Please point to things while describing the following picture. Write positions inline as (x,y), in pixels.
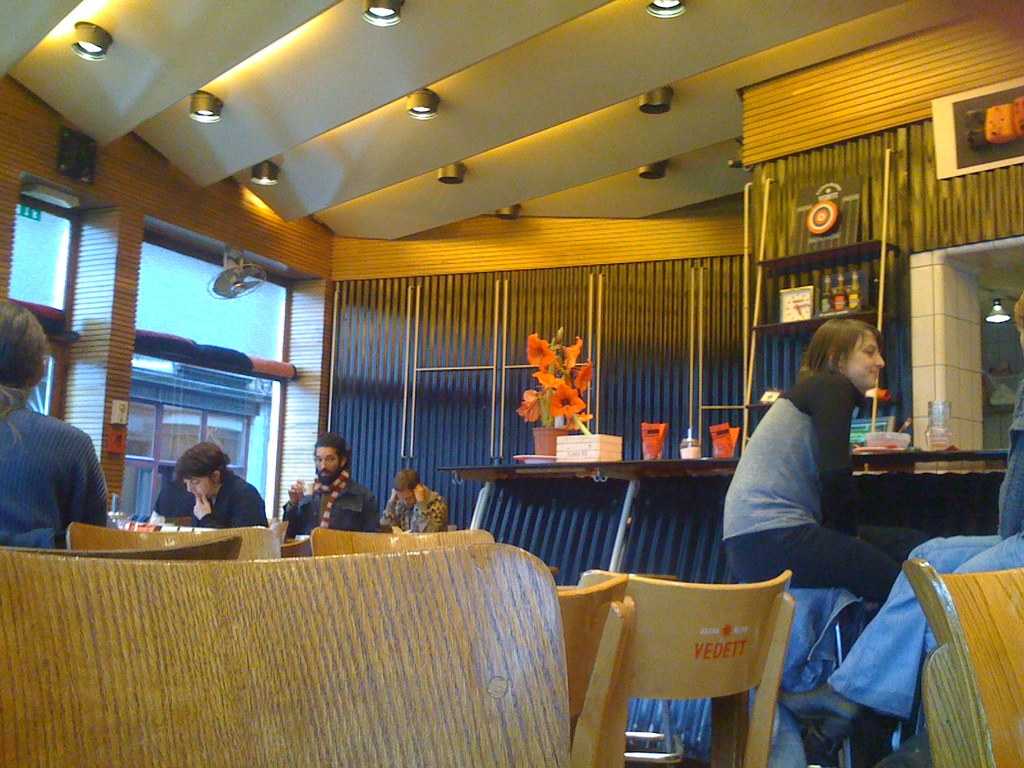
This picture is an inside view of a room (488,296). In this we can see some persons (407,490) are sitting on a chair (391,600). In the center of the image (474,465) there is a table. On the table (626,484) plant (567,409), pot (545,433), box (617,449), glass (687,450) and some objects (721,434). In the background of the image (494,395) we can see windows (251,402), fan (250,267), wall (727,300), shelves (813,256), clock (811,297), light (997,305), board (939,178). At the top of the image (424,95) we can see roof (509,117), lights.
